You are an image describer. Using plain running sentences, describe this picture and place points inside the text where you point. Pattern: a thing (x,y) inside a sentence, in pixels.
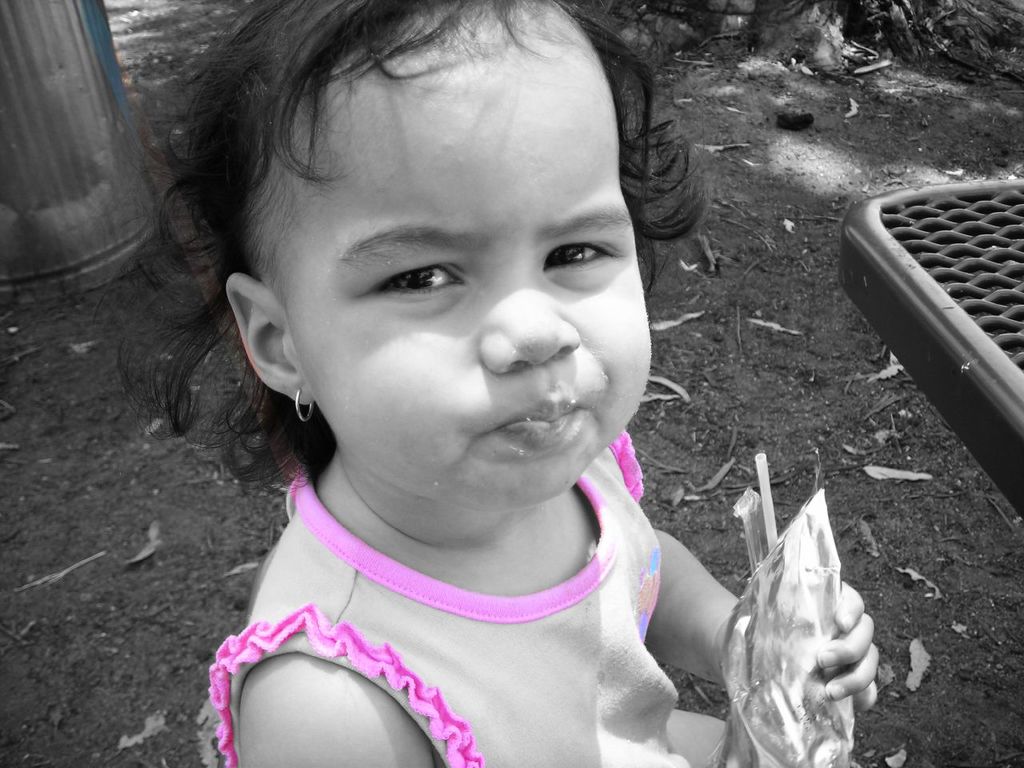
In this image I can see a person (290,430) is wearing pink and white color dress (636,655) and holding some object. Background (949,27) I can see few trees (912,31).
